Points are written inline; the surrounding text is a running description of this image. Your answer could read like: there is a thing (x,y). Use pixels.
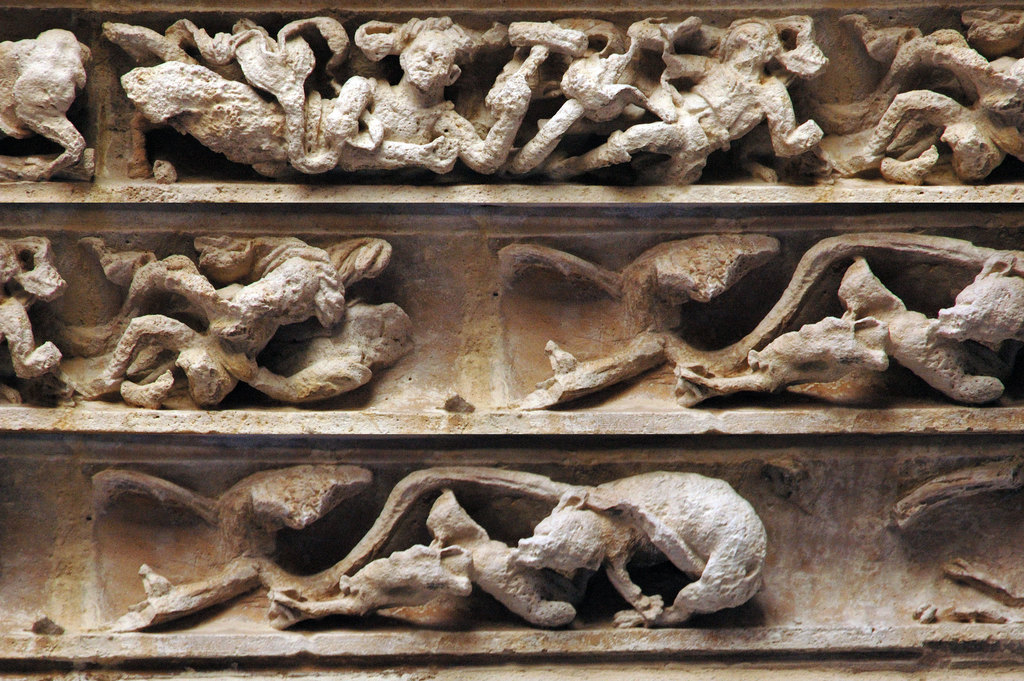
This image consists of sculptures (507,575) made up of rock (467,556). It looks like ancient wall (465,640).
